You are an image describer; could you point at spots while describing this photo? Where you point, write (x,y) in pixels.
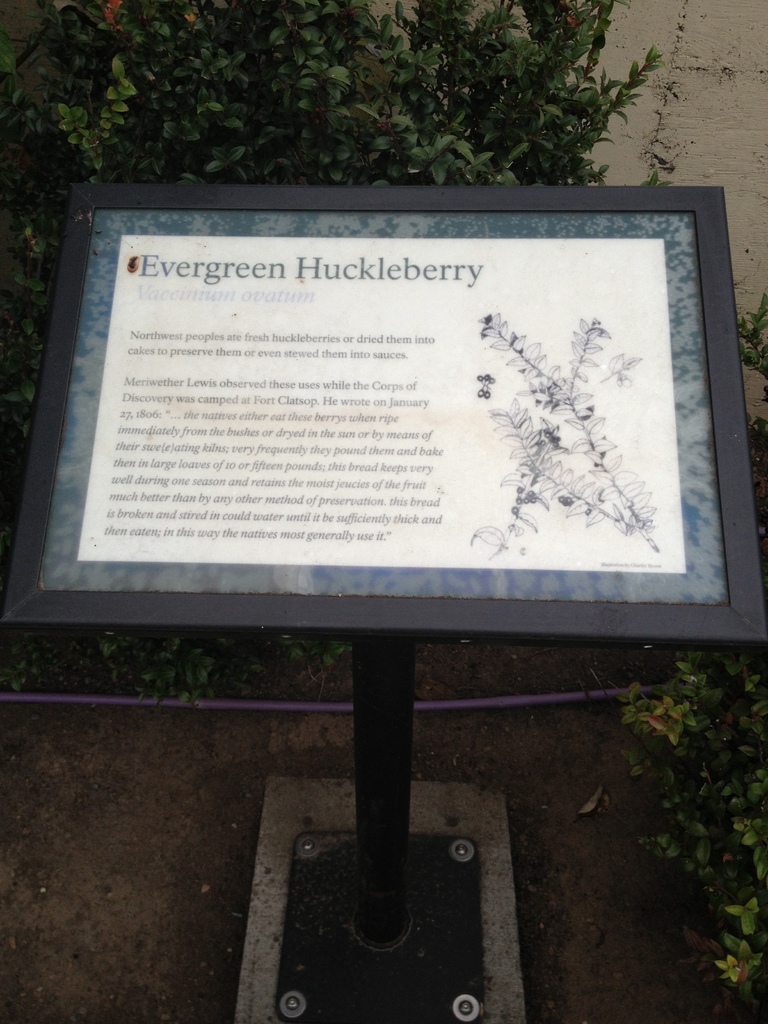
In this image in the front (240,409) there is a board (292,465) with some text (264,435) written on it. In the background (135,34) there are plants (540,158) and there is a wall (706,145).
